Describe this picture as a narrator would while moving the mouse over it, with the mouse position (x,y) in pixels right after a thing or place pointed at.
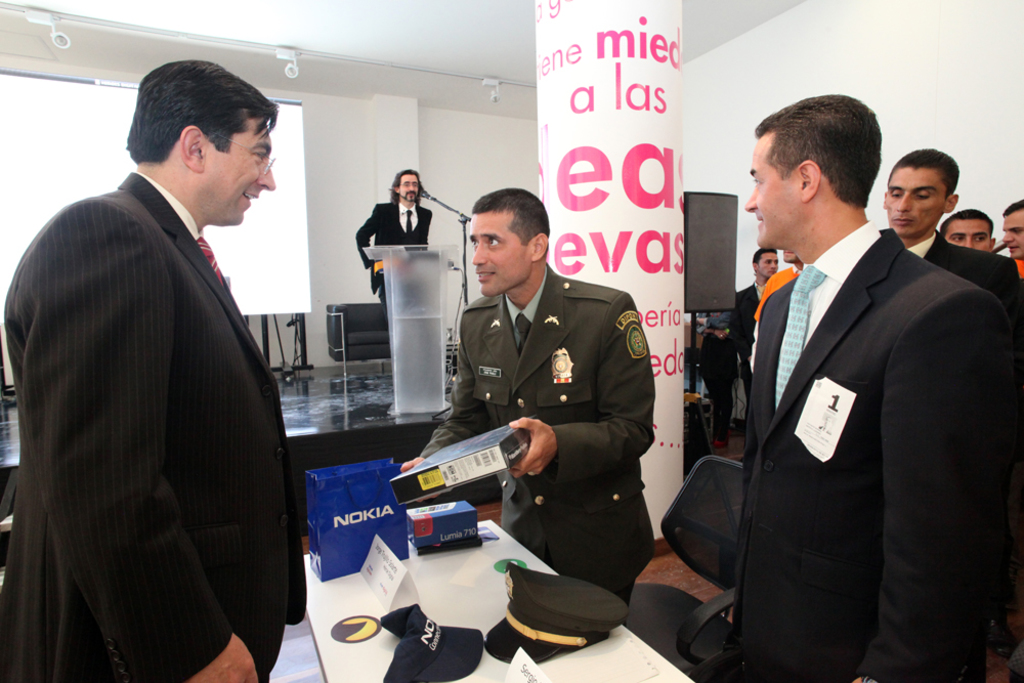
In this image there are group of people (592,366) standing, a person (540,495) holding a box (451,480), there are hats (404,629), nameplates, paper bag (386,512) on the table (499,569), a person (413,198) standing near the podium (415,260), mic (424,190) with a mike stand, screen (54,132), lights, speaker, chairs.
